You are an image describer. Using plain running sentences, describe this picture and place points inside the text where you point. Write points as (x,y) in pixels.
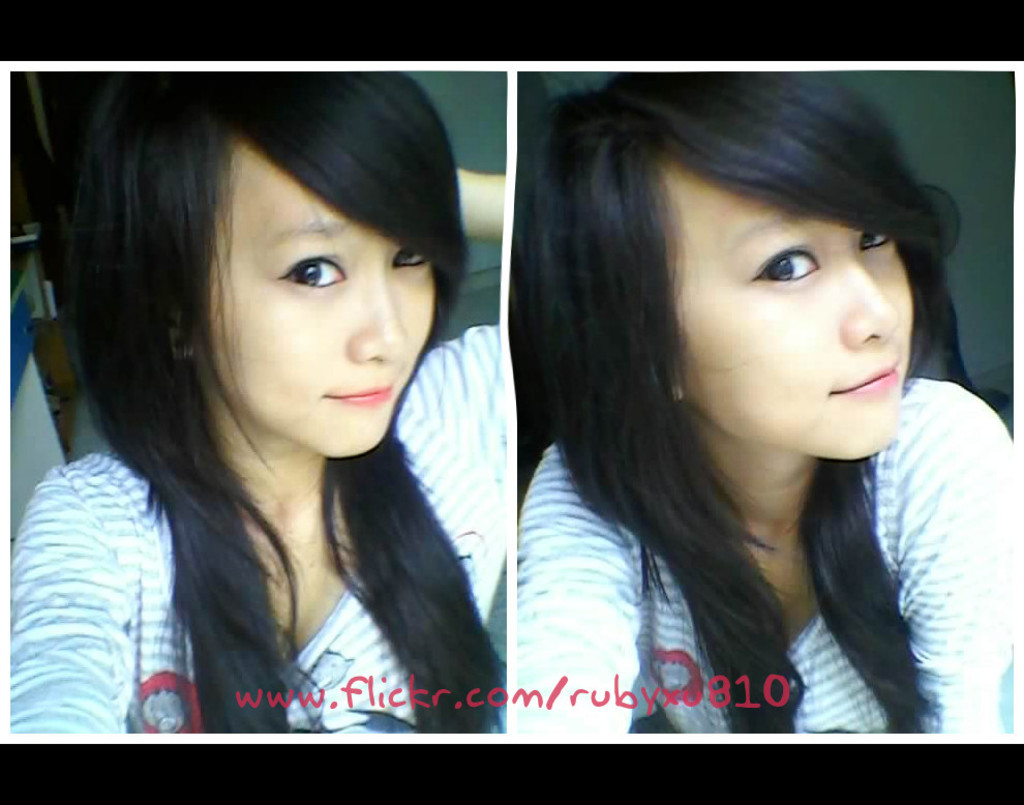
In this picture we can see collage of two images, in these pictures we can see a woman (541,263), at the bottom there is some text (632,685).
